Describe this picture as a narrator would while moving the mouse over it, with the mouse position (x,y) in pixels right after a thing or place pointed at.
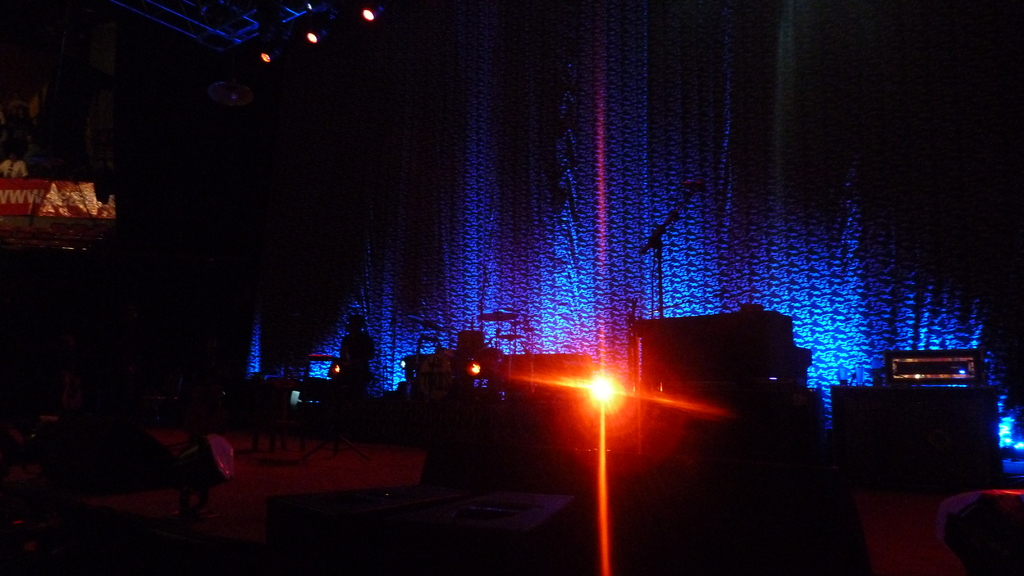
In the image there is a light (609,395) visible in the middle (613,382) and it seems to be on stage (344,452) with musical instruments (412,384) all over it, it is dark all over the place, on left side (340,356) it seems to be a person (348,382).
